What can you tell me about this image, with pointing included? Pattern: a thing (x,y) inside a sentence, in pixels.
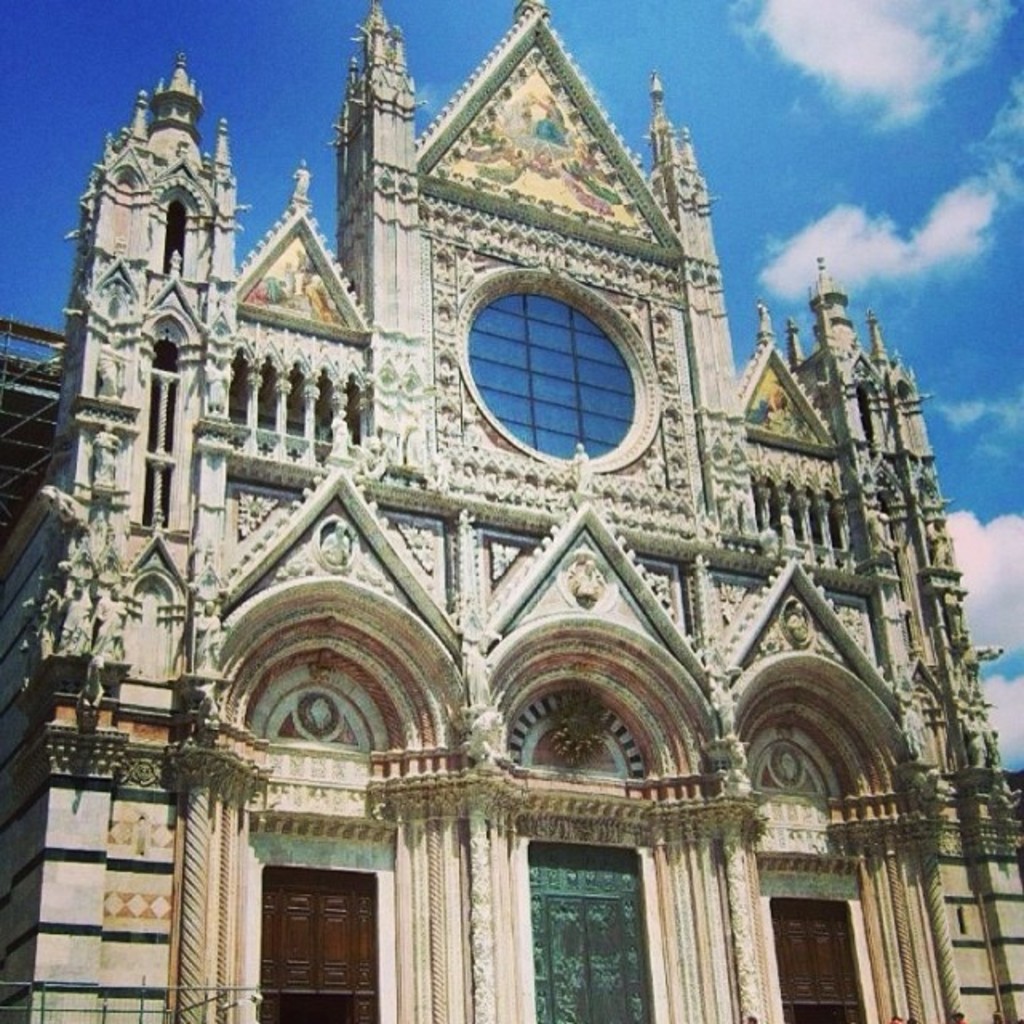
In this image I can see the building (190,697) and I can see the statues (79,594) on the building (633,525). In the background (756,282) I can see the clouds (808,278) and the blue sky (61,87).
